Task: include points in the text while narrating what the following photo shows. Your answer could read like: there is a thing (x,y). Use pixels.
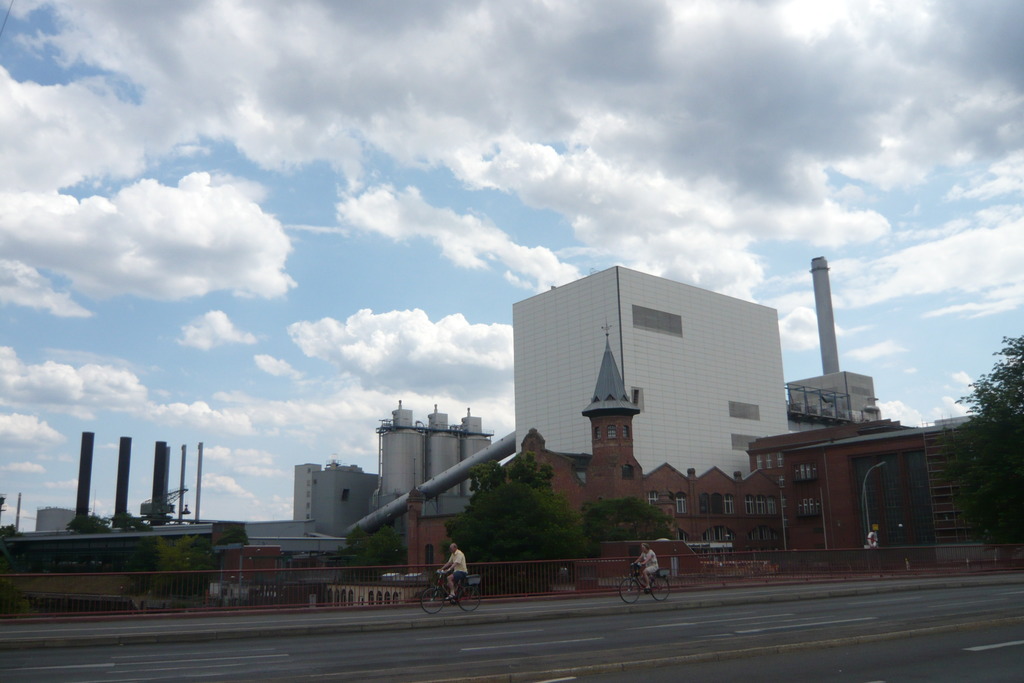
In this image there is the sky (508,157), there are clouds (449,146) in the sky (574,139), there are buildings (565,402), there are towers (202,448), there is a tree (968,452) truncated towards the right of the image (1017,480), there is a fencing (495,582) truncated, there is road (737,671) truncated towards the bottom of the image (644,662), there are bicycles (636,593) on the road (682,592), there are two persons (462,564) riding bicycles (423,605), there are poles (18,512), there is an object (37,560) truncated towards the left of the image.
